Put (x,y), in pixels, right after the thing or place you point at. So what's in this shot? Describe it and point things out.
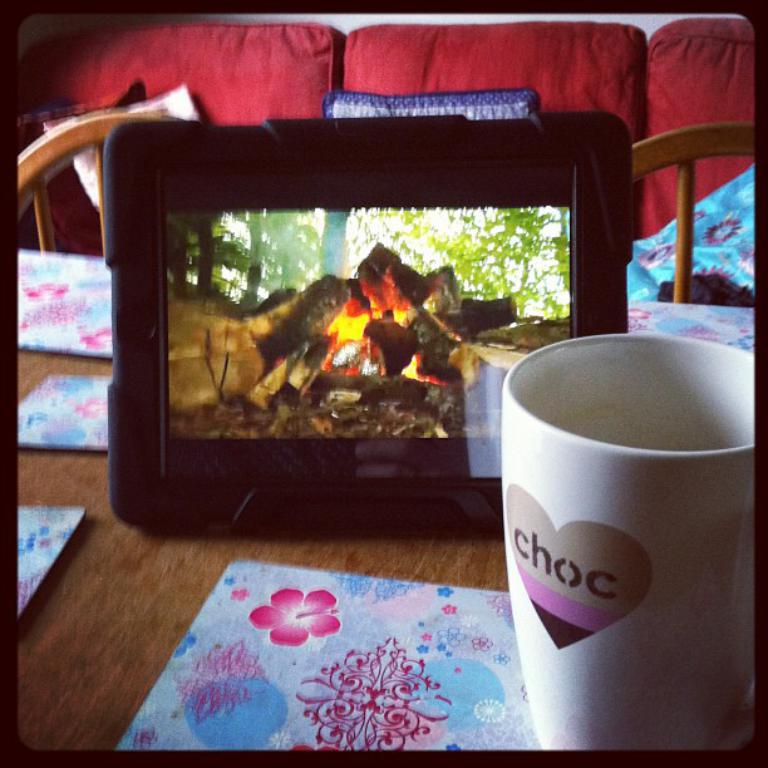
In this image on the right side (590,641) there is one cup (663,501) and in the center (274,424) there is one tablet (523,311) and in the bottom (133,618) there is one table (119,611). On the table (100,474) there are some cards (83,443) and on the background (89,105) there is a red couch (321,85) and some pillows (85,165) are there.
